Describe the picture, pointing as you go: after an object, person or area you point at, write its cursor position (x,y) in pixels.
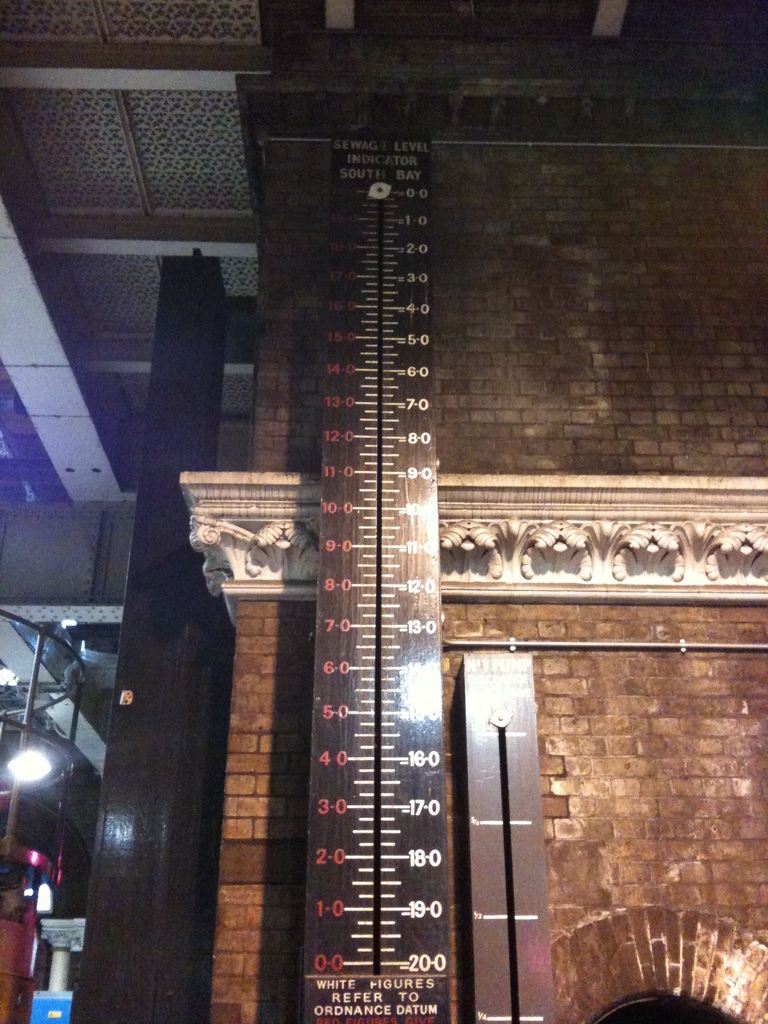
In this picture in the center (371,414) there is one scale (375,702), and in the background (460,616) there are some buildings (545,351). On the left side (57,702) there is a railing (36,685), lights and some other objects (162,677).
